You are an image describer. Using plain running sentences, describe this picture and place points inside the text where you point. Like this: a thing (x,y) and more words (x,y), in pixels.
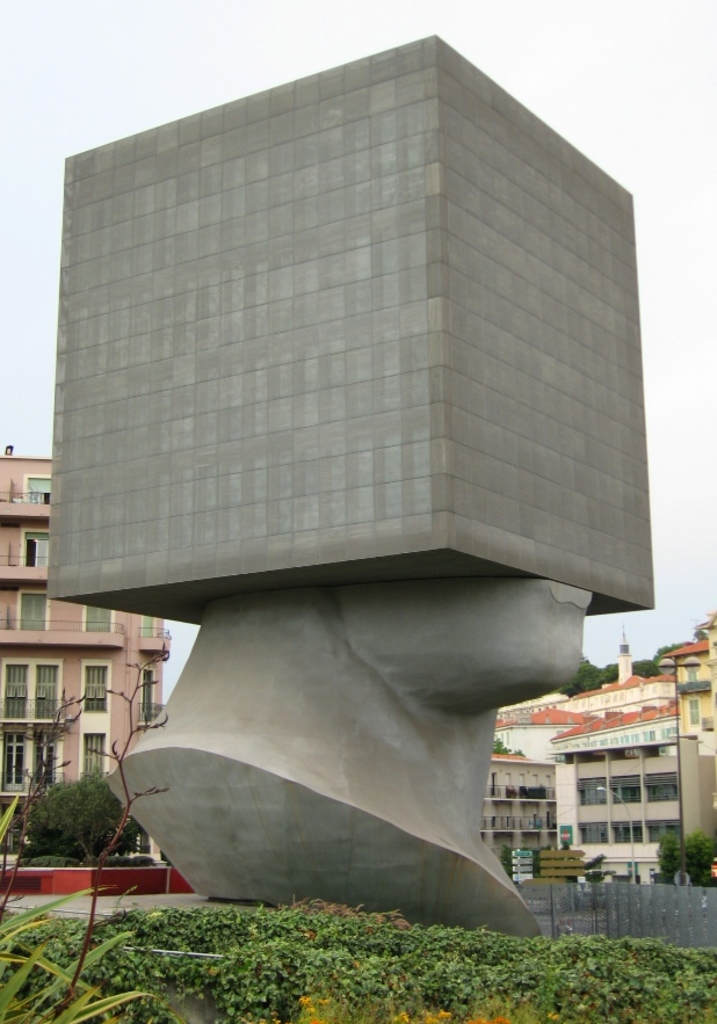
In this image in front (397,965) there are plants (244,945). In the center of the image (388,555) there is a statue (300,742). There is a fence (634,912). There are directional boards (531,875). In the background of the image (677,825) there are buildings (562,709), trees (607,677) and sky (681,561).
